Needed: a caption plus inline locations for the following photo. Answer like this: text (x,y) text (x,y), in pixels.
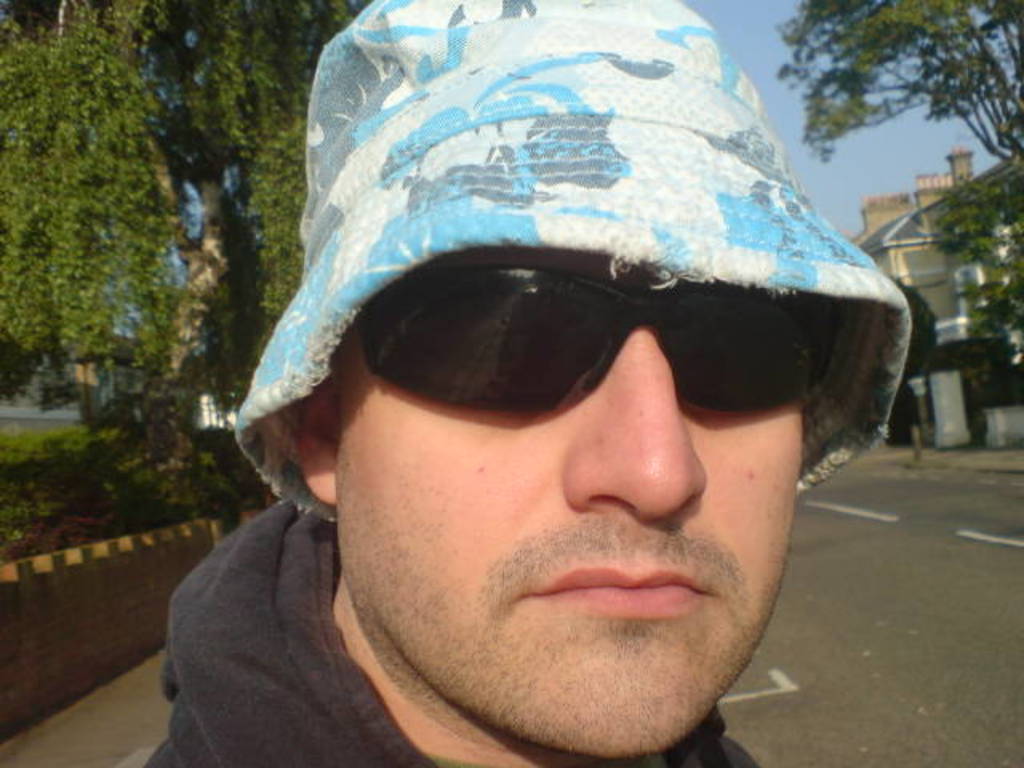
In this image we can see a persons face (564,517) who is wearing black color goggles (594,325), blue and white color cap (664,163) and in the background of the image (51,293) there are some trees (218,309), houses (945,322), road (806,598) and top of the image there is clear sky (785,81).
